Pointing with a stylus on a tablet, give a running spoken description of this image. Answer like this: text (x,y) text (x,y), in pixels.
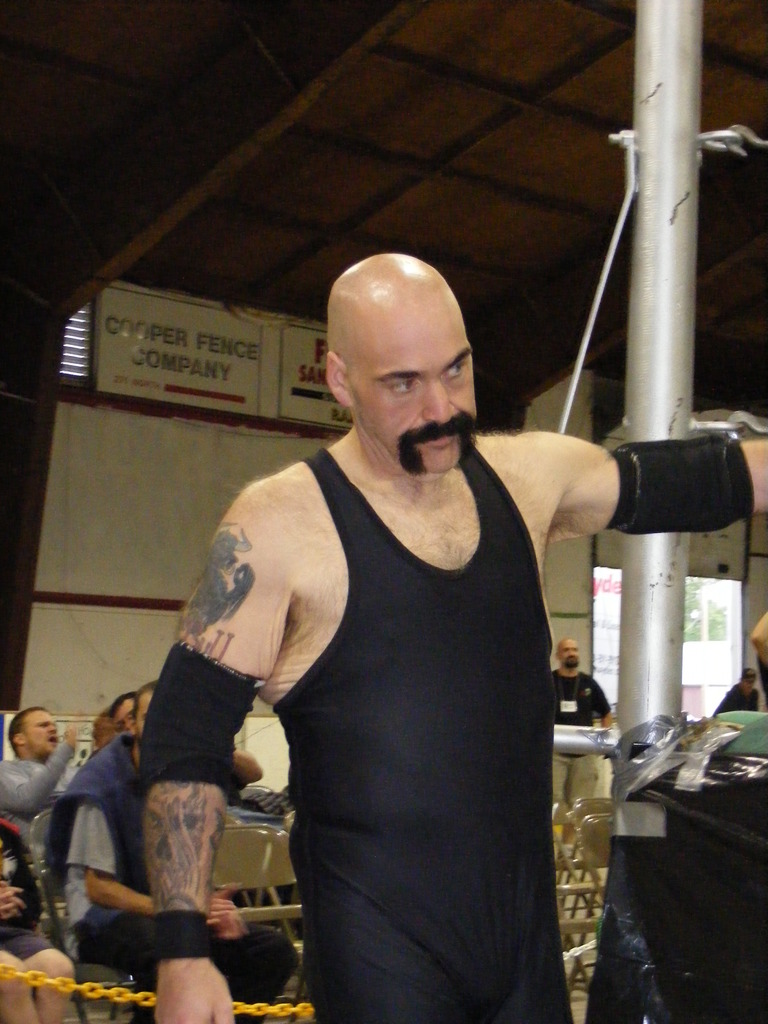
In this image I can see the group of people (269,614) with different color dresses (318,667). I can see few people (140,850) are sitting on the chairs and few people (419,722) are standing. To the side I can see the chain (76,983) and the pole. In the background (244,367) I can see the boards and the roof (461,249).
